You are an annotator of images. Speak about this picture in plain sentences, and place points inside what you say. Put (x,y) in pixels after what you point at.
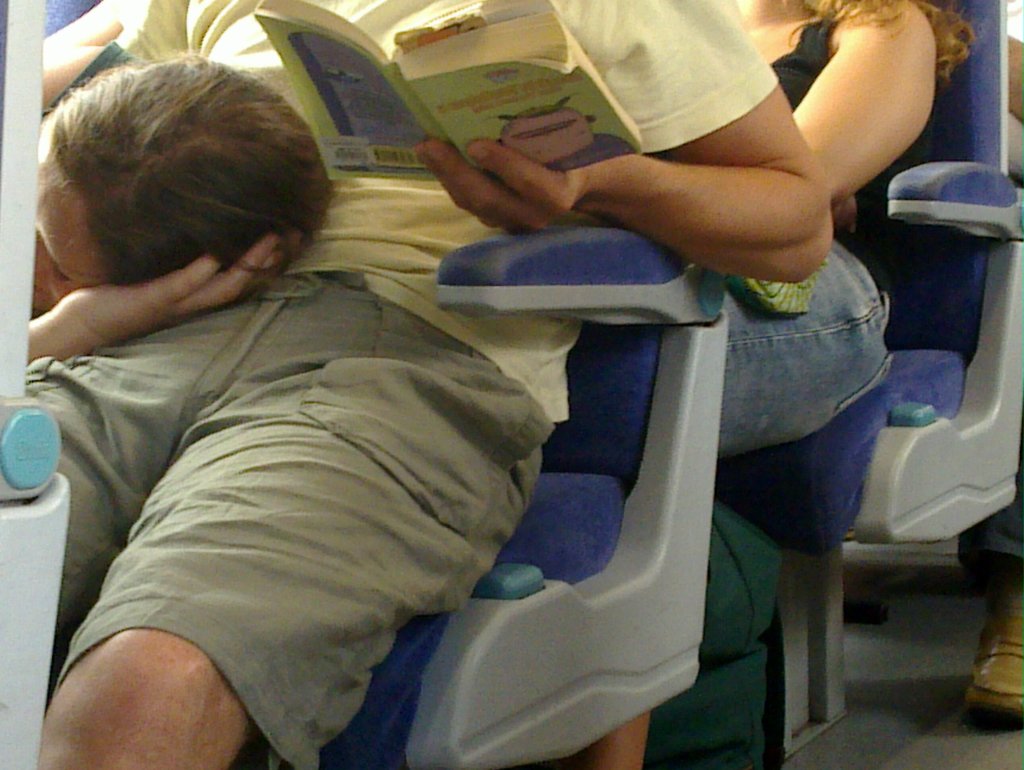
In this image we can see some people (301,275) sitting in the seats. In that we can see a man (341,186) is holding a book (476,120) and the woman (118,326) is lying on his lap (313,288).
